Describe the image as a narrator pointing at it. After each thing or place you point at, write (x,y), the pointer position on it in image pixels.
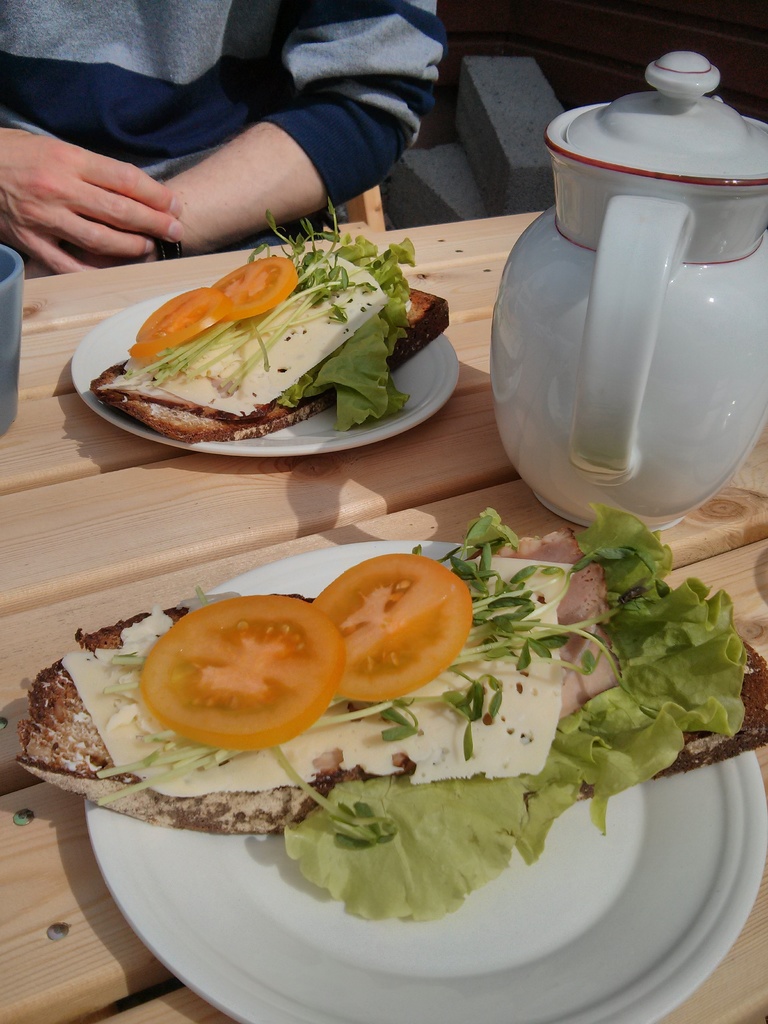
In the picture we can see a wooden table (686,547) on it, we can see the two plates (730,862) of sandwiches (257,771) and beside it, we can see the white jar (552,366) and behind the table (225,510) we can see a person (137,76) sitting on the chair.
